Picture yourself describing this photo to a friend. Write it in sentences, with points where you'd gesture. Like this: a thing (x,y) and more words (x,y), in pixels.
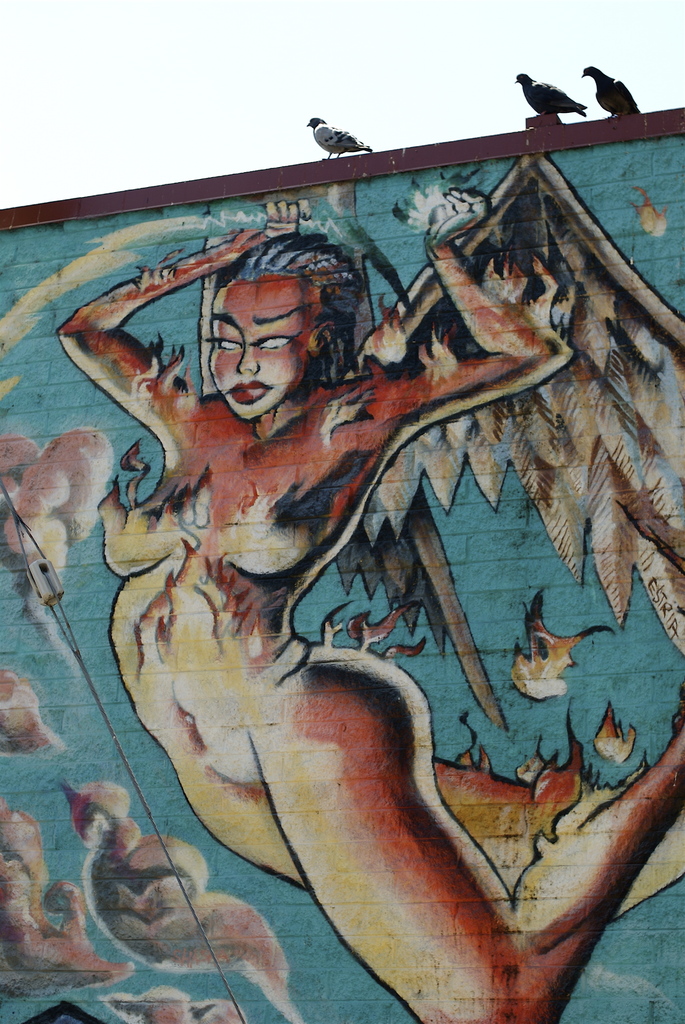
In the picture there is a wall (243,479), on the wall (199,546) there is a painting (22,601) of a person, there are three birds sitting on the wall (56,895), there is a clear sky (368,114).
